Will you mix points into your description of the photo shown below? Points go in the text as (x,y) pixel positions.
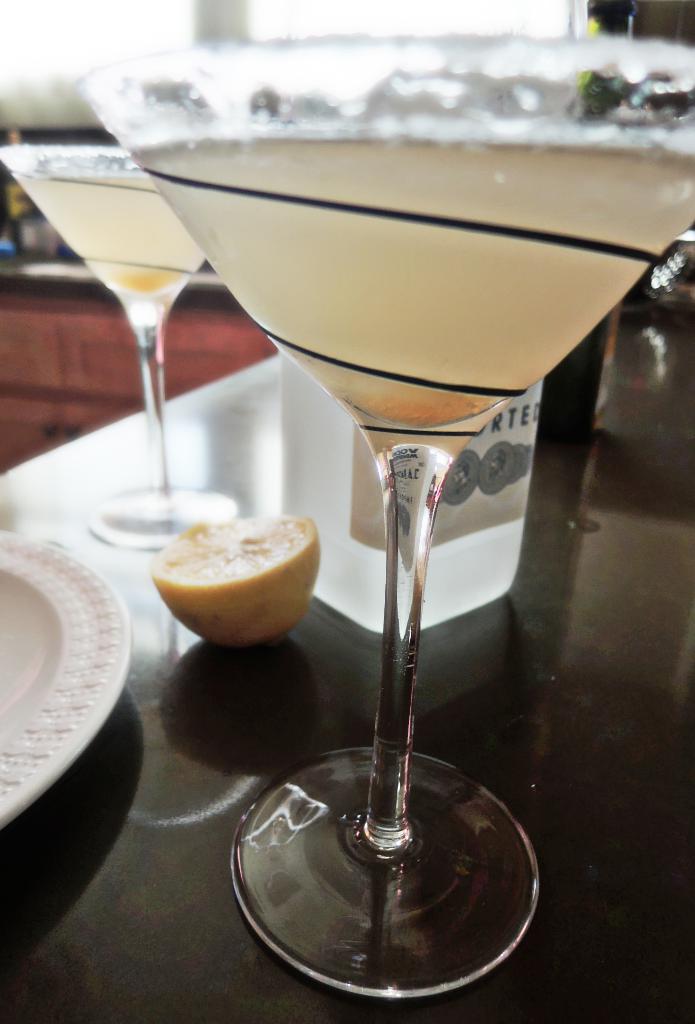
In this image I can see the black colored table (579,775) and on it I can see two glasses (436,905) with liquid (269,319) in them, a plate (64,629), a lemon piece (276,608) and a bottle (484,553). I can see the blurry background (40,42) in which I can see few other objects (616,28).
